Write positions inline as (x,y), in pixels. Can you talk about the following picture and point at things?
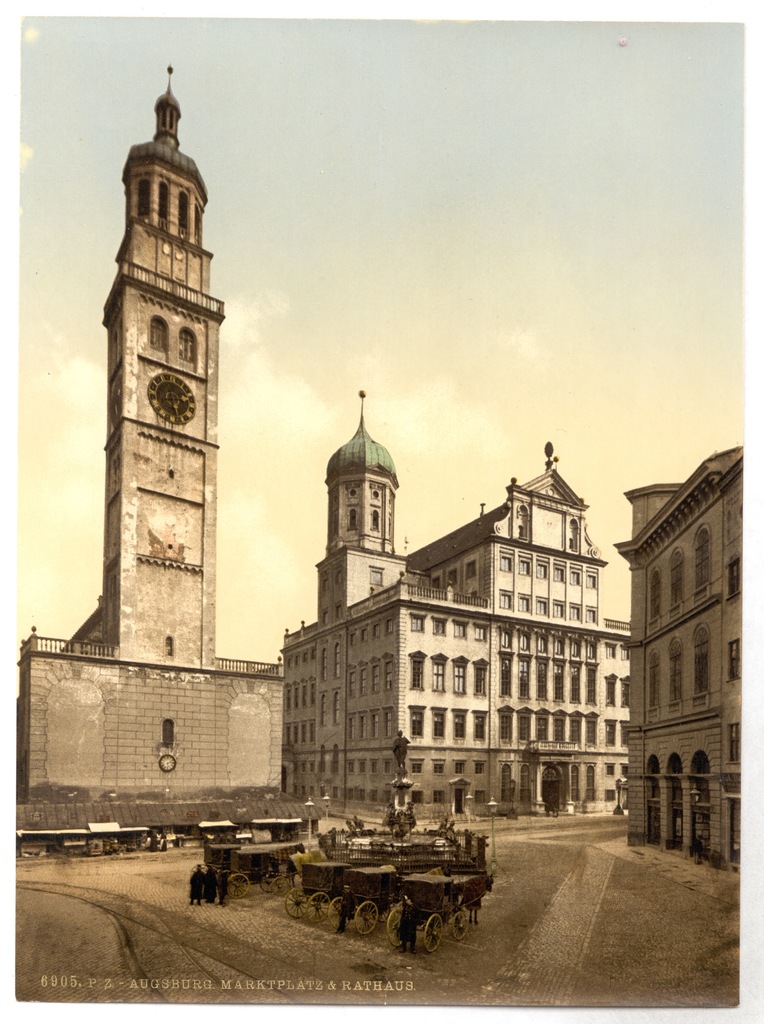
This is the colour image, where there are horse carts (249,867) in the middle of the road (357,937). In the background (388,639), there are buildings (395,727), a sculpture (407,802), few light poles (492,810) and the sky (501,149).
